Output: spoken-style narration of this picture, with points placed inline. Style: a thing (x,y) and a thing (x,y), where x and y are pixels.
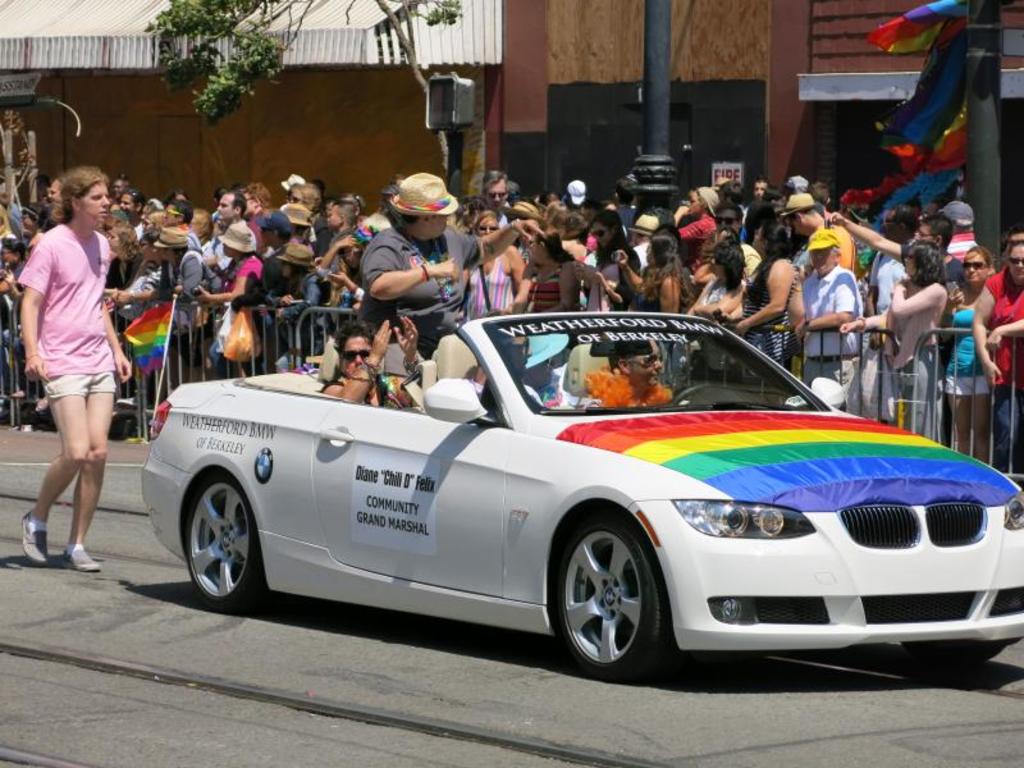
In this image i can see a group of people (563,256) are standing and i can also see there is a car (440,450) on the road (224,689).
